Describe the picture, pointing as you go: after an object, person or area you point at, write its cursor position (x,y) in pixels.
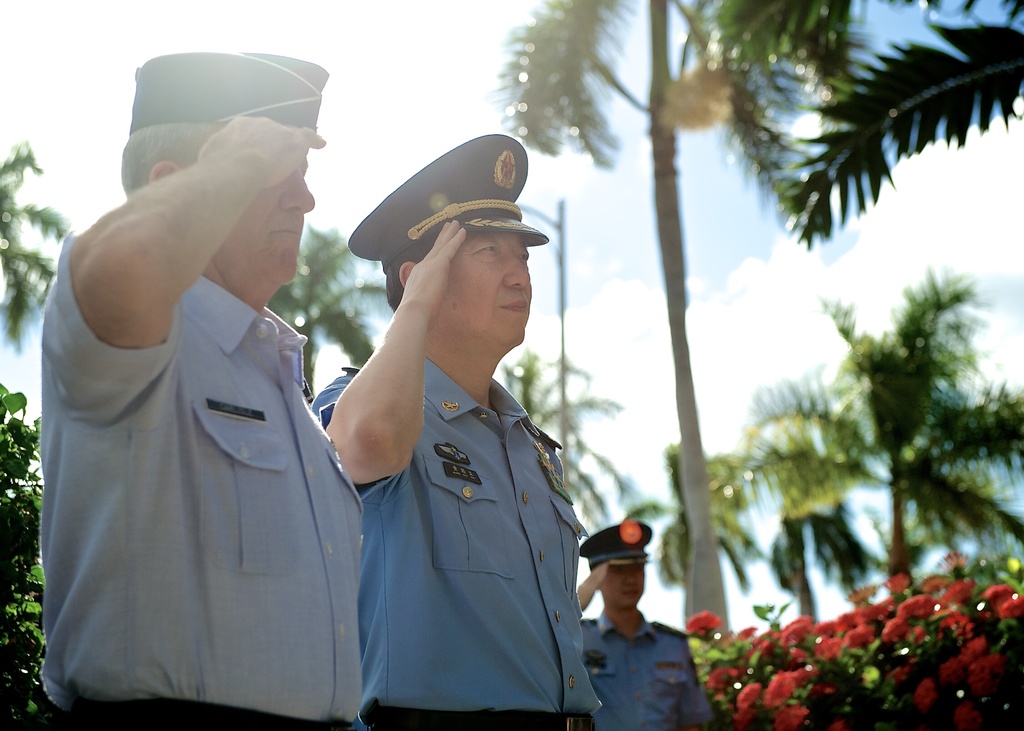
In the center of the image (380,385) we can see three persons (446,616) are standing and they are wearing caps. And they are in different costumes (444,561). In the background (314,154), we can see the sky (709,401), clouds (814,583), trees (949,108), plants (1014,677), flowers (868,633) and a few other objects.
